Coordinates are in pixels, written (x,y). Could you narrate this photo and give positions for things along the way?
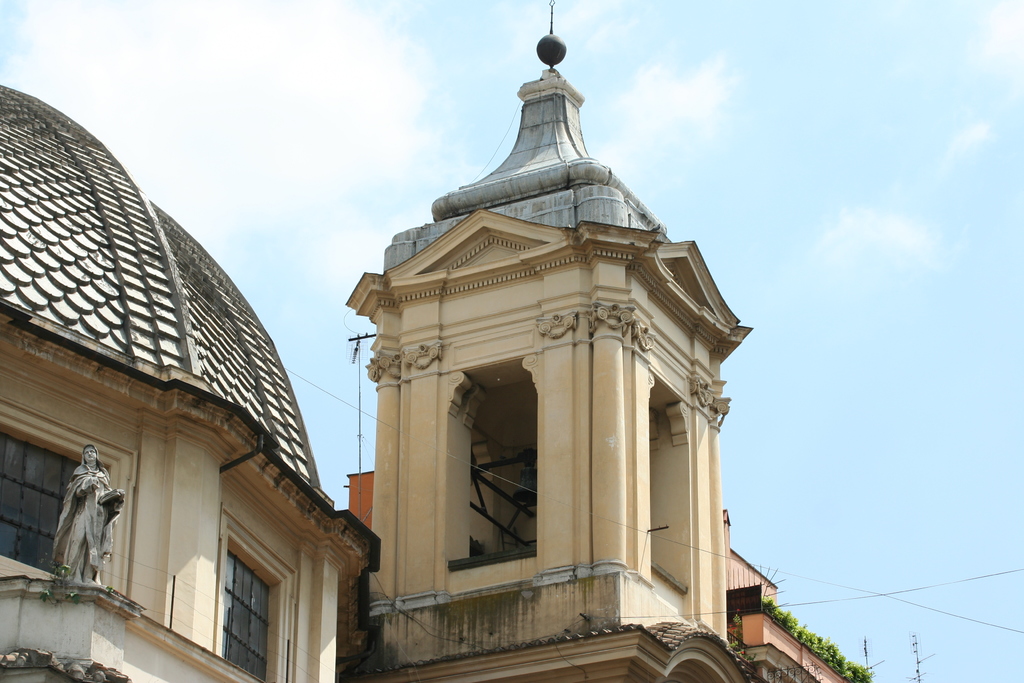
These are the buildings (499,609) with pillars (582,488) and windows (241,659). I can see a sculpture (89,548), which is placed on the building (106,594). These are the small plants (826,658). This looks like a spire (555,195) at the top (575,201) of the building (434,224). I think this is a pole (360,352).
